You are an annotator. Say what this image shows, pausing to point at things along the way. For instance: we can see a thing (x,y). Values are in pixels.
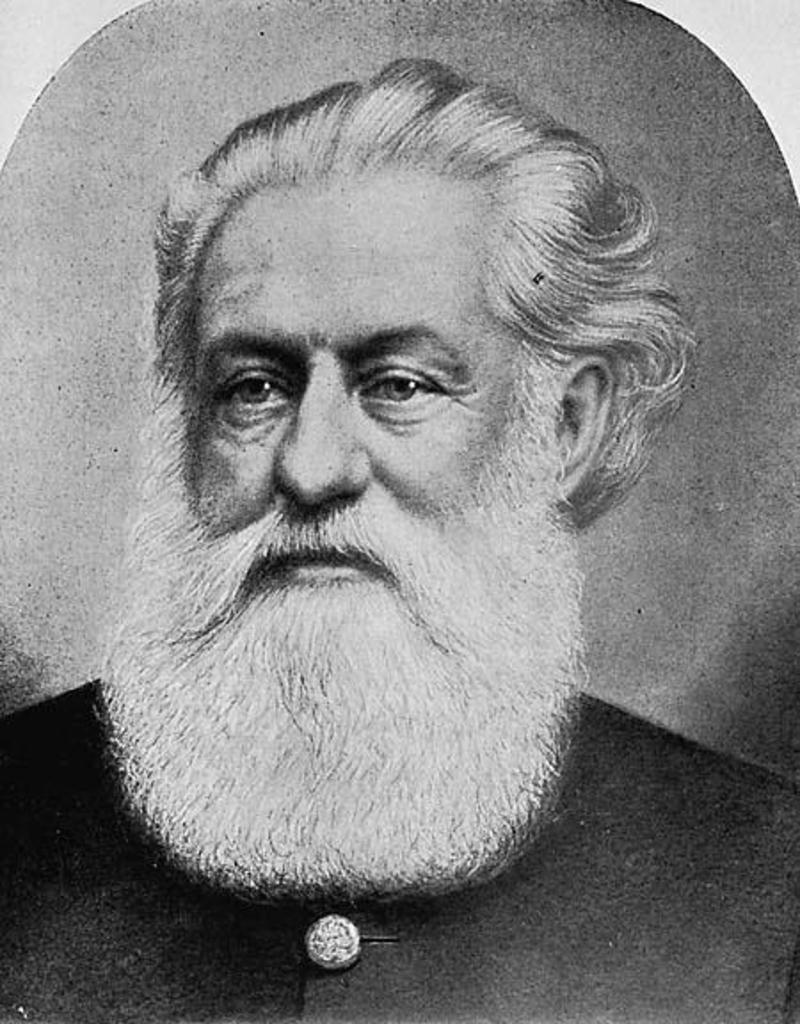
This is a black and white image, in this image in the center (318,511) there is one person (271,598) with beard (326,675).
